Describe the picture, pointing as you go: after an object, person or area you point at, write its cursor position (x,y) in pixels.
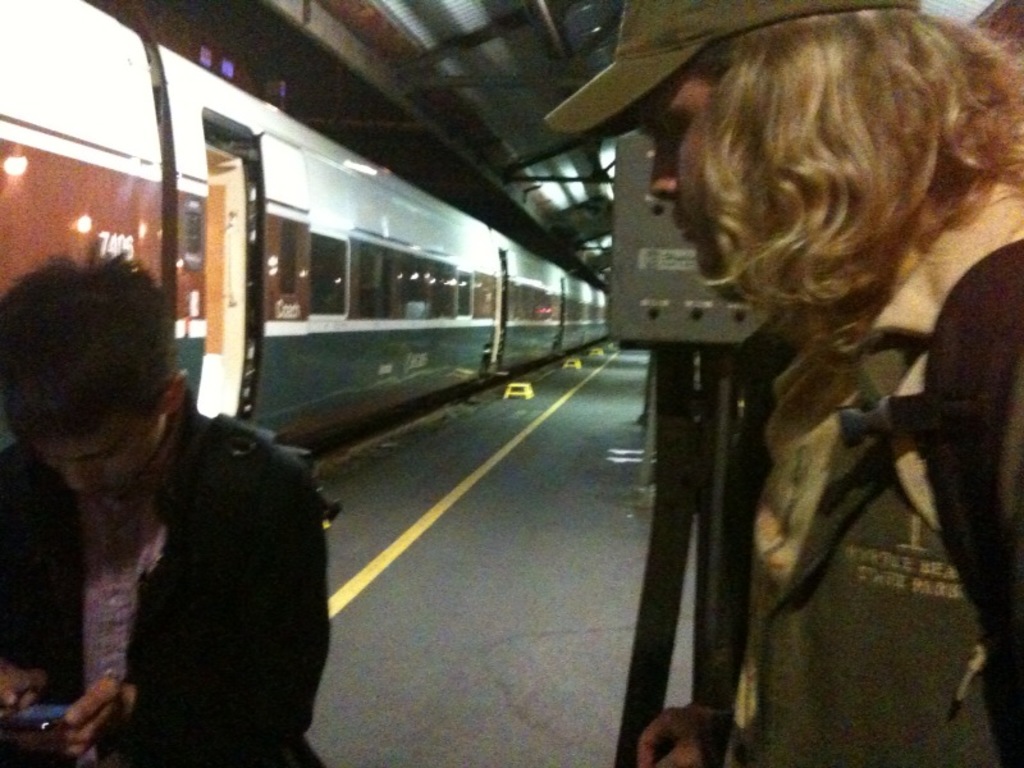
In this image there is a train (533,352), beside the train (533,352) there is a platform (549,380), on which there is a stand (676,463), two persons (140,552) visible.
